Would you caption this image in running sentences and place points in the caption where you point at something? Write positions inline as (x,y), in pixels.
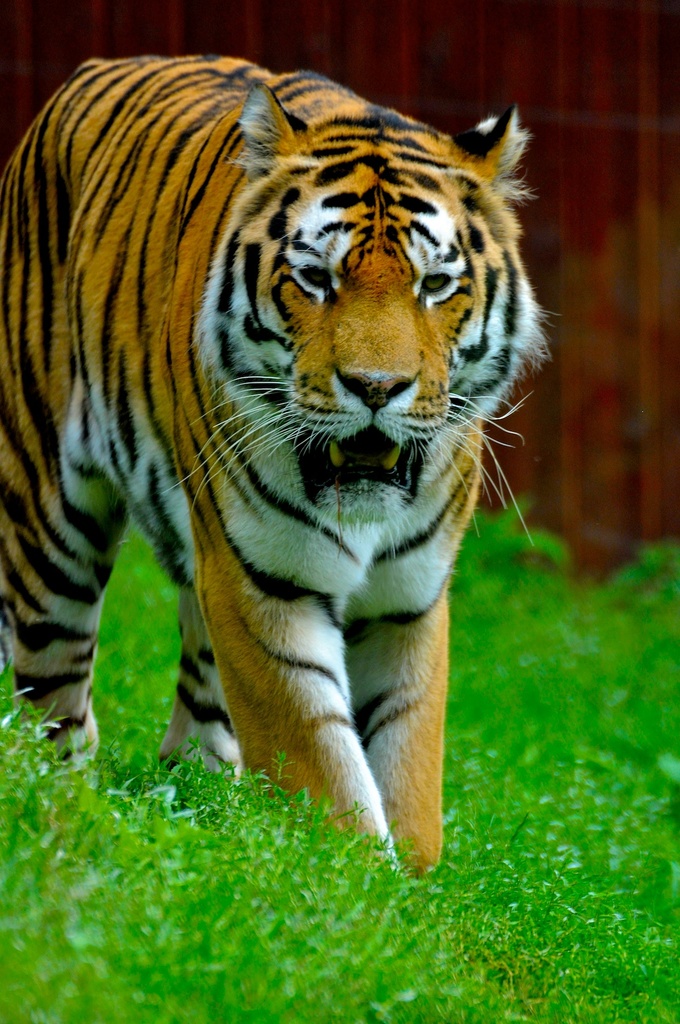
In the center of the image (260,558) we can see a tiger (219,386). At the bottom (250,865) there is grass (393,921).
